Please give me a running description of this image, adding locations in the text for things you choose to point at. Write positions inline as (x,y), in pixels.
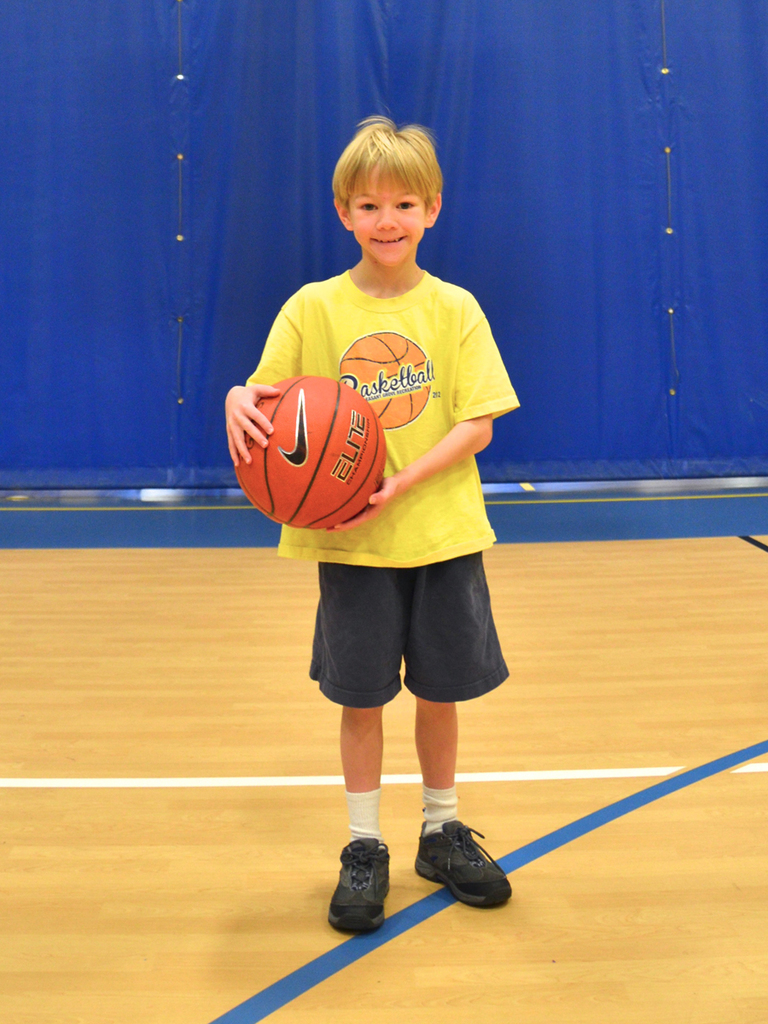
Here is a boy (450,854) who is in yellow color tee shirt (328,552) and black shorts (412,576) is holding a ball (343,402) in his hand (262,396) and the back curtain (185,93) is blue in color.
